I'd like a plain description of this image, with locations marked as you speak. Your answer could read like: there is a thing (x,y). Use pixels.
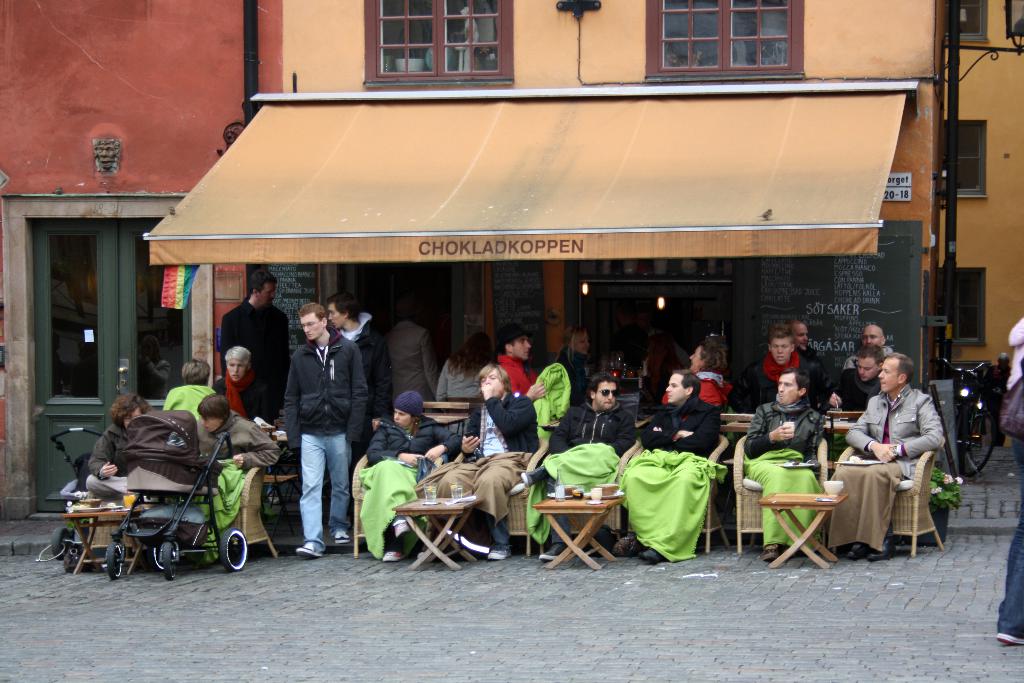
Here we can see a building (531,45) with windows (507,56). This is a store (692,298). We can see persons (921,449) sitting on chairs (355,480) in front of a table (575,510) and on the table (566,499) we can see glasses (433,499), bottle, cup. At the left side of the picture (143,322) we can see a door (85,338). Here we can see a stroller (162,493). We can see few persons (333,359) standing here.
